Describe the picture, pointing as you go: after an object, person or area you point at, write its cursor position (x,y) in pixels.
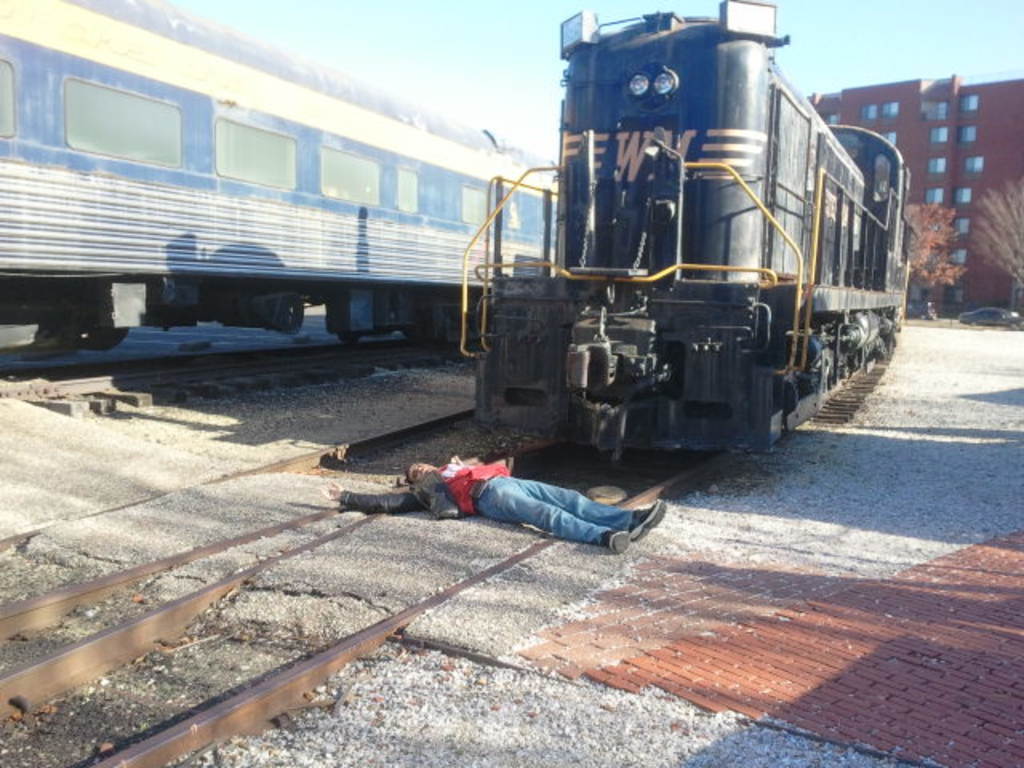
In this picture I can see there is a person (433,472) lying on the train track (457,564) and there is a train (72,220) on to left side (337,140). There is another train (724,362) on to right (858,222) and in the backdrop (1012,256) there are vehicles (1002,310) moving and there are trees (933,267), buildings (995,296) and sky (926,20) is clear.
